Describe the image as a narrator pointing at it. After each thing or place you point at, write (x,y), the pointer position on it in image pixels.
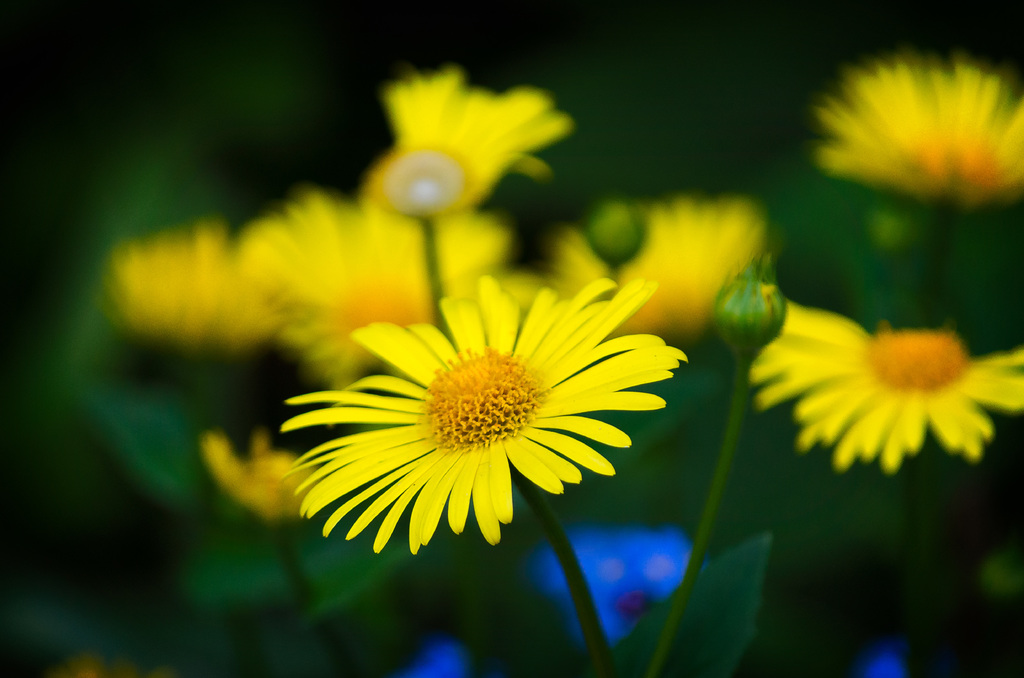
Background (209,513) portion of the picture is blur. This picture is mainly highlighted with the flowers (540,423). We can see the buds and the green leaves (615,659) are visible.
